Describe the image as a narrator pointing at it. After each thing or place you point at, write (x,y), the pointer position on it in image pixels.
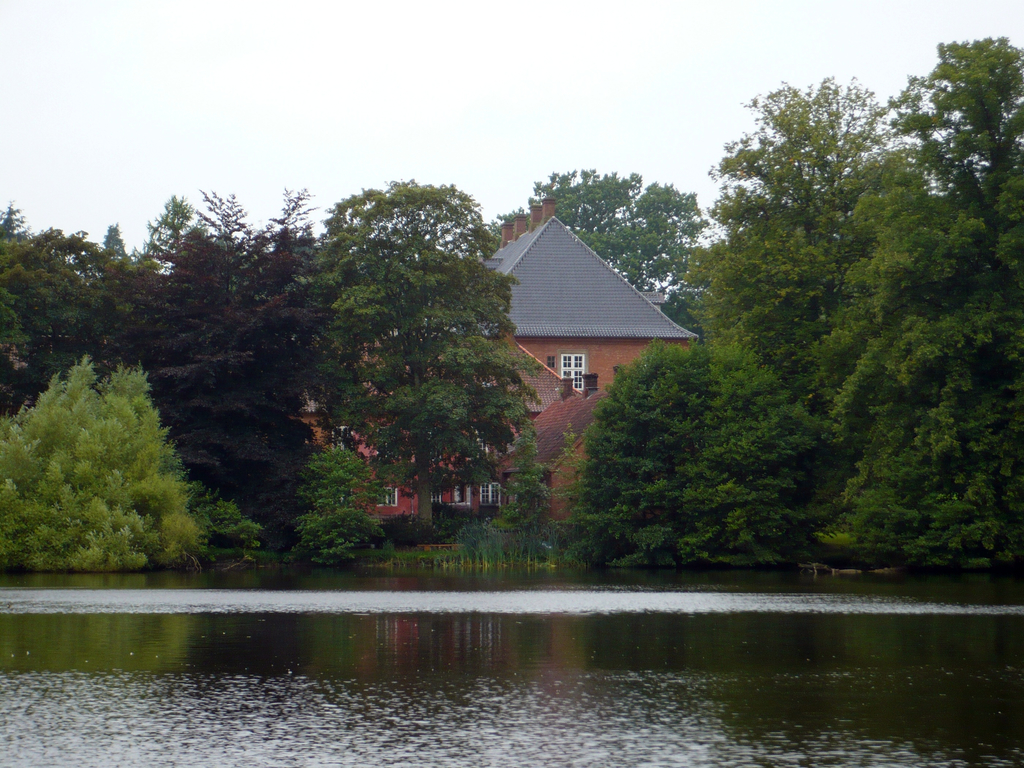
In this image there is a river (453,604), trees (994,465), a house (591,320) and the sky (216,137).
